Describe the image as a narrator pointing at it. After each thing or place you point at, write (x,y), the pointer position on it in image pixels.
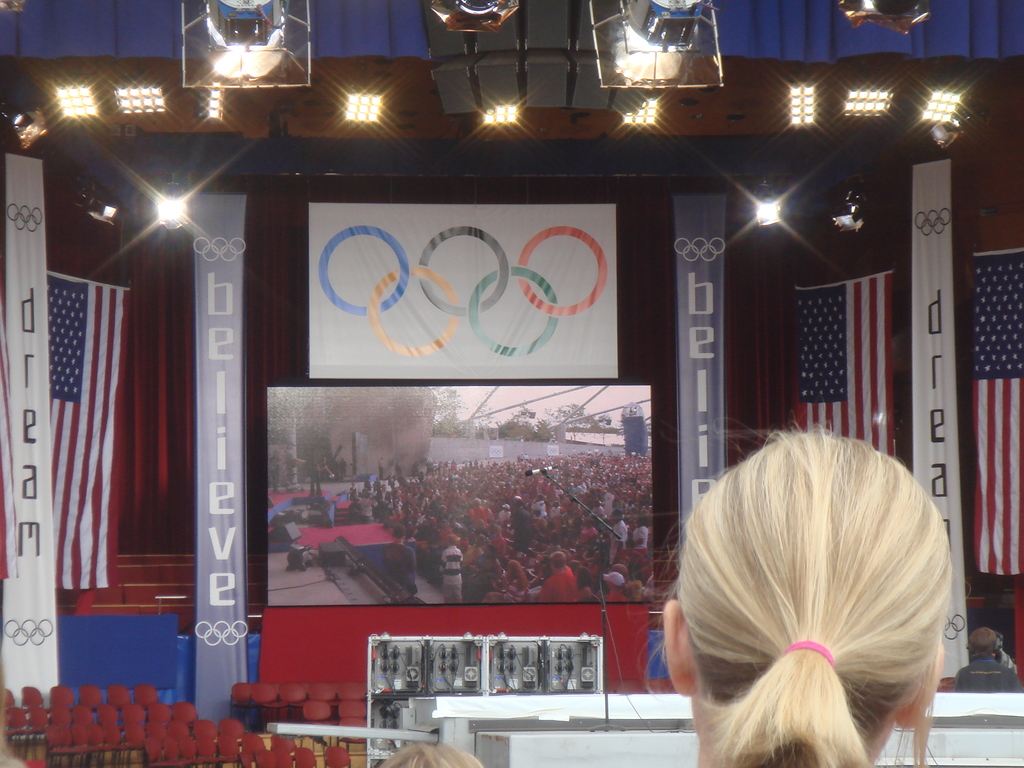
This picture shows a led display (567,587) and we see few lights (220,88) and few flags (886,450) and we see few chairs (329,687) and few banners (321,363) hanging and we see a woman (923,763) standing.
